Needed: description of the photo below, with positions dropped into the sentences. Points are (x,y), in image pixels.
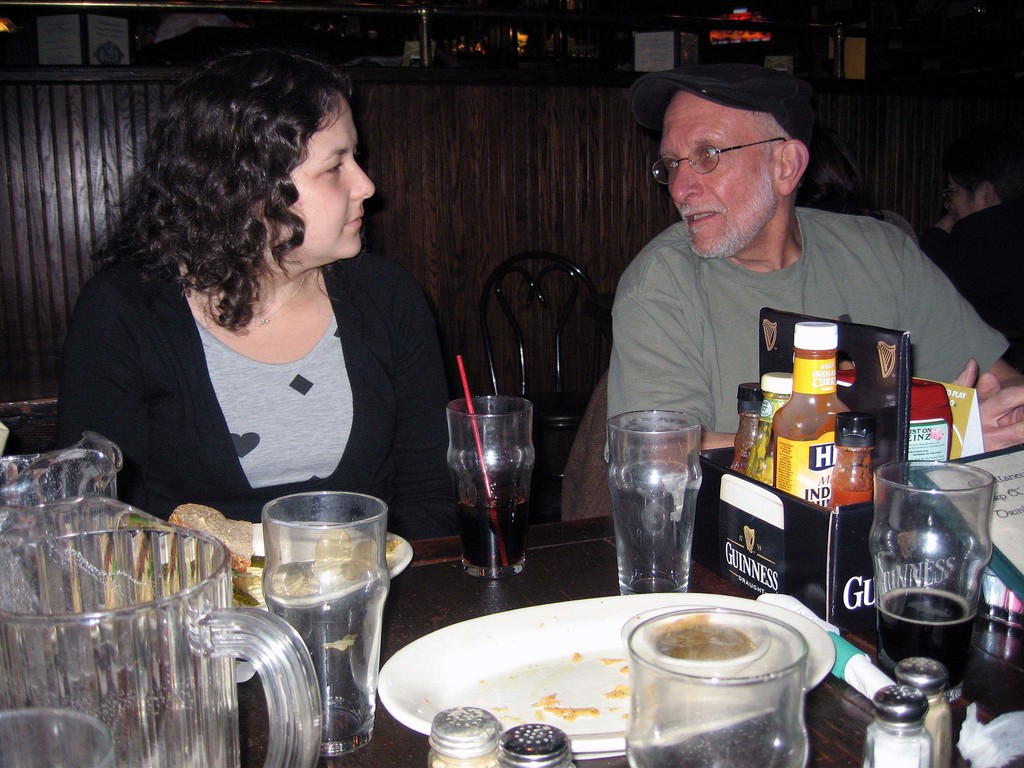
In this picture I can see people (660,356) sitting on the chairs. I can see glasses (728,660), jars (204,624), plates (561,656) on the table (606,551).
